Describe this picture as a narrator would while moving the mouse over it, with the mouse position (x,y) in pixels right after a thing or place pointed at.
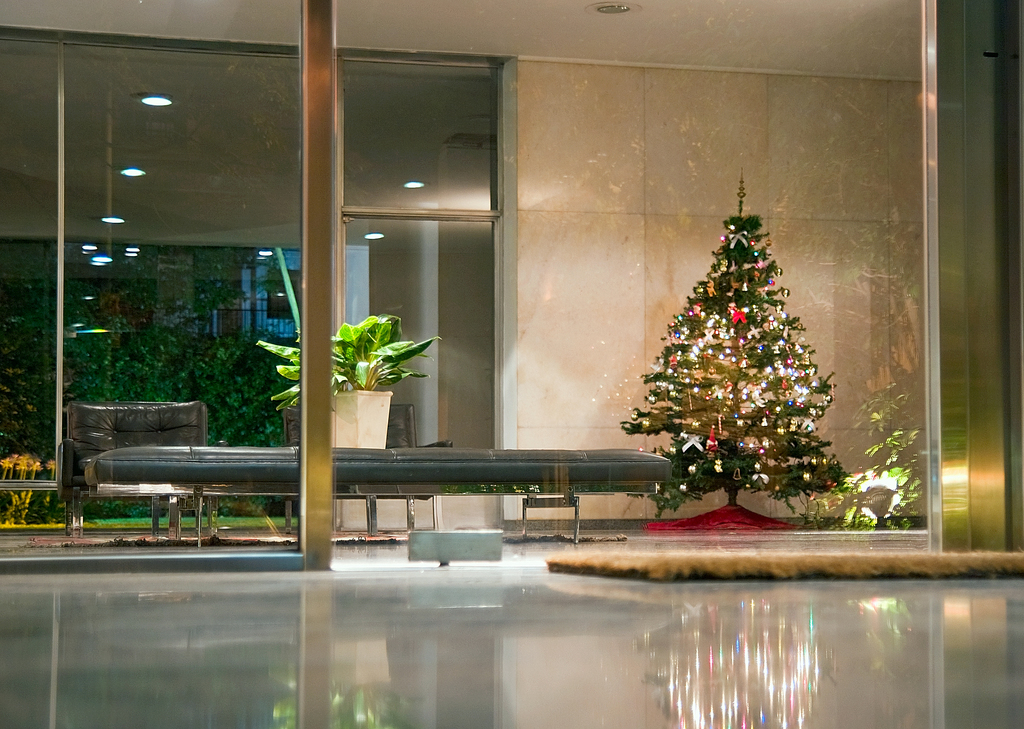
In the foreground of this image (496,681), on the bottom (444,692), there is the floor (634,692), mat (626,564), and the glass (252,239). In the background (627,472), there is a bench (517,472), xmas tree (681,429), plant (375,390), sofas (160,422), greenery (86,351) and the ceiling (373,194).
